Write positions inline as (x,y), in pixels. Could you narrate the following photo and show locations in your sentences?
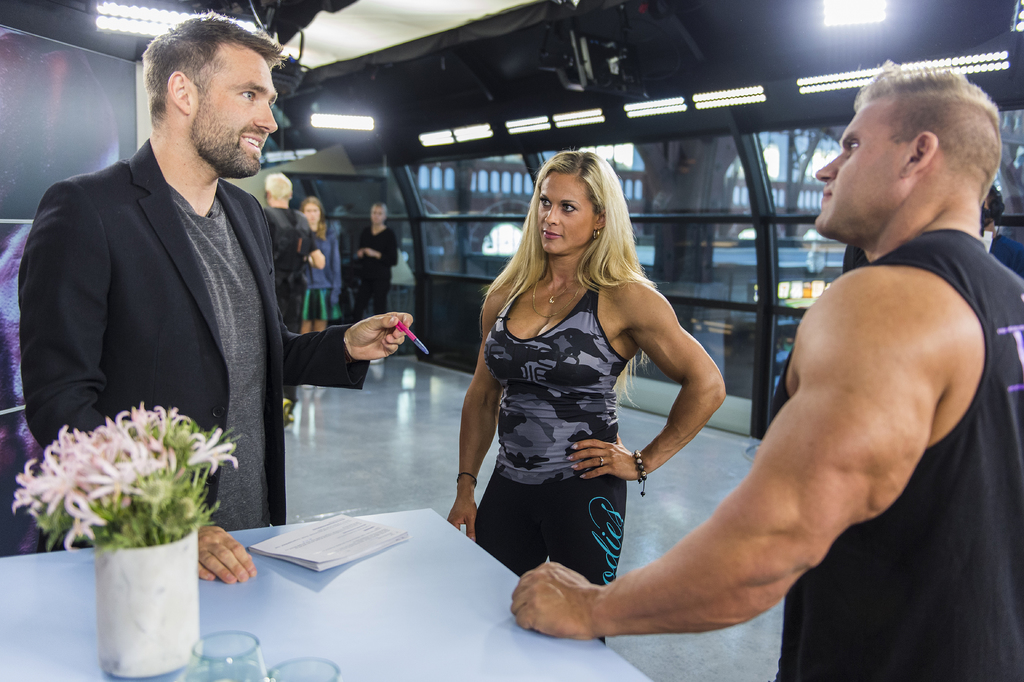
In this picture there are three persons (592,456) standing behind the table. There is a flower vase (184,626) and there are glasses (248,646) and there is a book (293,532) on the table (424,675). At the back (300,205) there are group of people (278,180) standing. At top (957,73) there are lights (971,71). On the left side of the image (15,36) there is a hoarding (32,71) and there is a person (59,424) standing and holding the pen (400,322).
